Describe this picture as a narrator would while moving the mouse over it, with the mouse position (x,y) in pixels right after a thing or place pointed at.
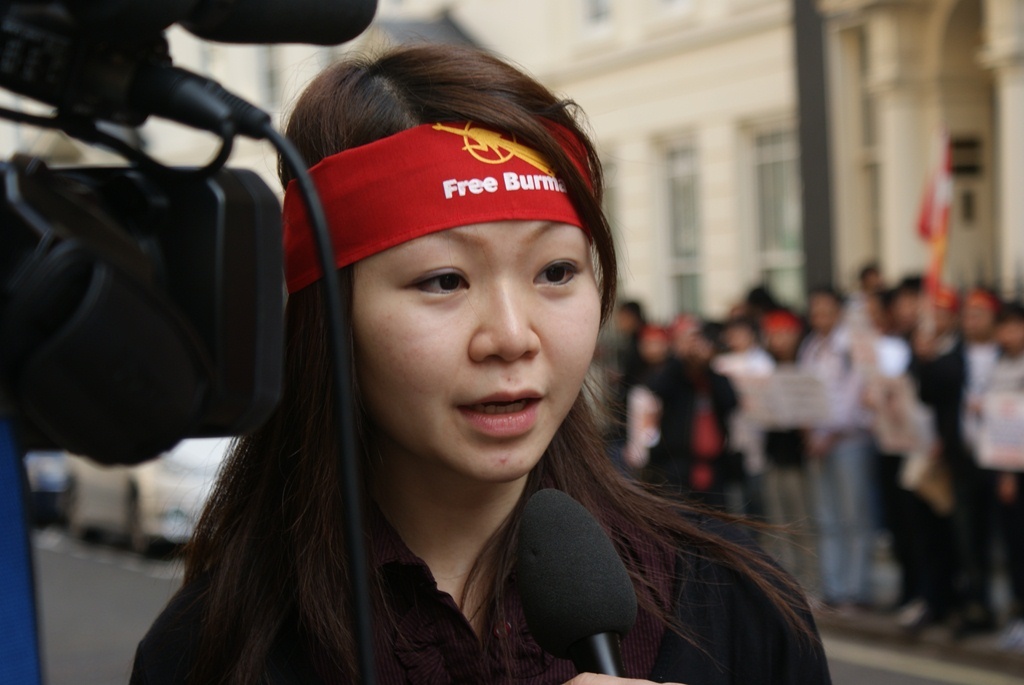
In the foreground of the image (508,572) we can see a woman (652,600) holding microphone (583,623) and wearing a headband (453,189). On the left side of the image (86,254) we can see a camera (160,267) with cable (342,445). To the right side of the image (945,545) we can see group of people (844,368) holding boards (795,387) and flags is standing on the ground (70,567) and some vehicles (92,490) are parked on the road (130,556). In the background (953,226), we can see building (640,79) with windows (790,206).
